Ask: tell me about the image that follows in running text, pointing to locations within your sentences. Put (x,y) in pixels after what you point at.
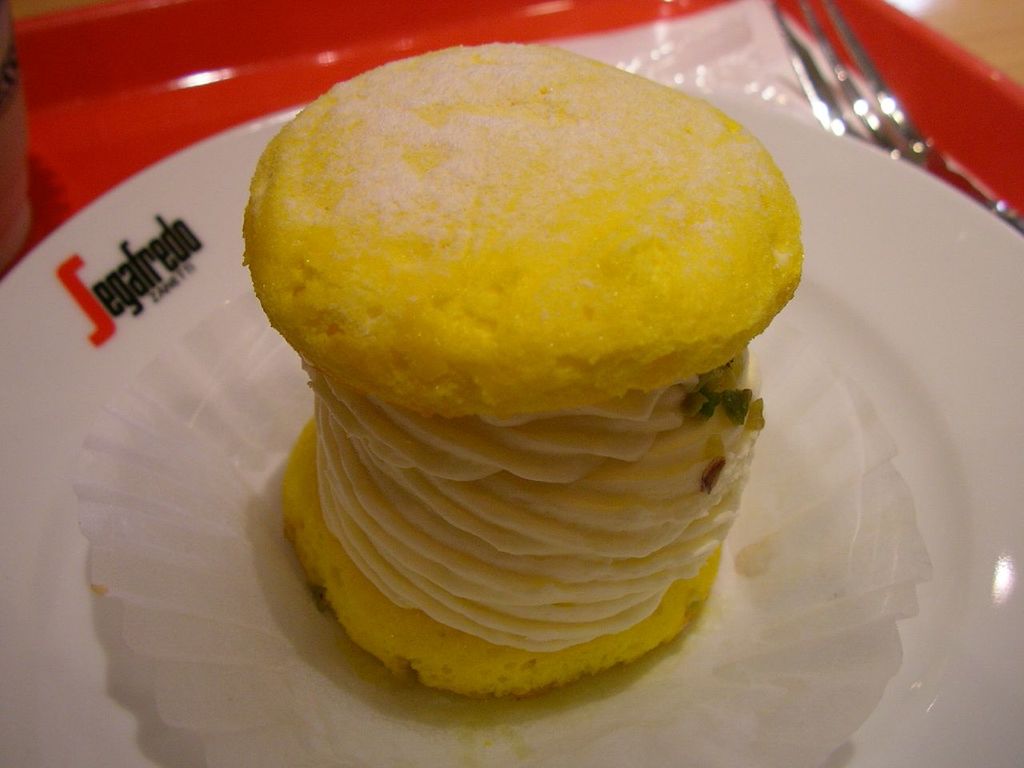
In this picture we can see a tray (213,63). On tray (244,64) we can see paper (754,53), fork (877,77) and a plate (872,320) which contains food (700,533) and paper (882,543). In the top right corner (972,37) we can see the floor (987,49).
